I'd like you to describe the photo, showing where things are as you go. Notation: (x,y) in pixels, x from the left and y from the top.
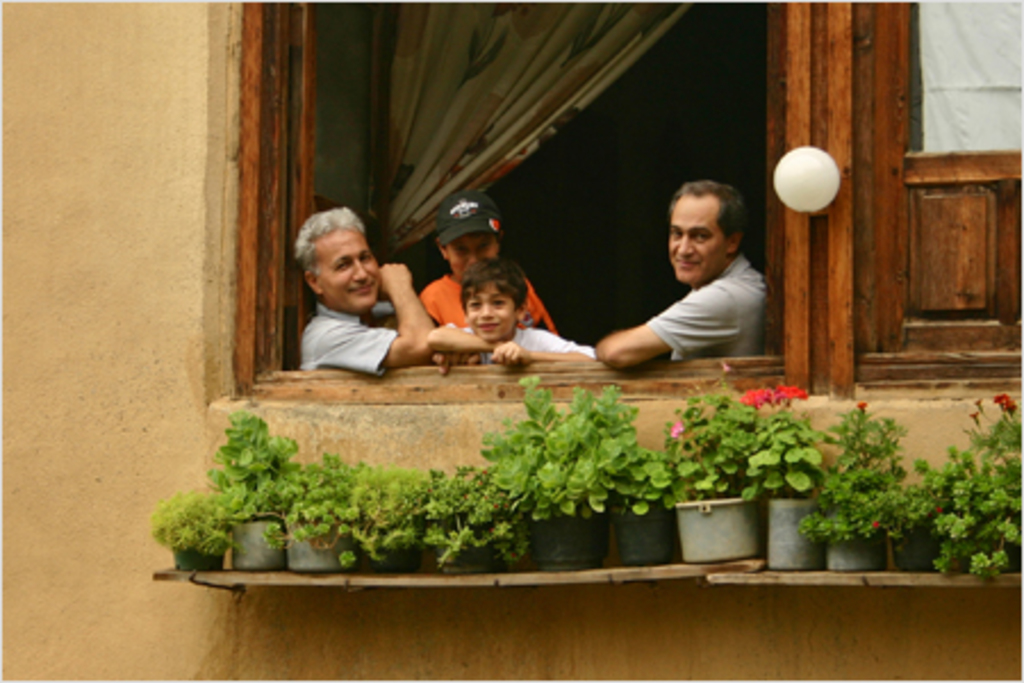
In this picture we can see a few flower pots (564,556) on the wooden objects (945,584). We can see a few people (539,333) smiling in the building (577,241). There is a window (843,98), curtain (620,9) and a few wooden objects (680,378) are visible on the building (299,413).
